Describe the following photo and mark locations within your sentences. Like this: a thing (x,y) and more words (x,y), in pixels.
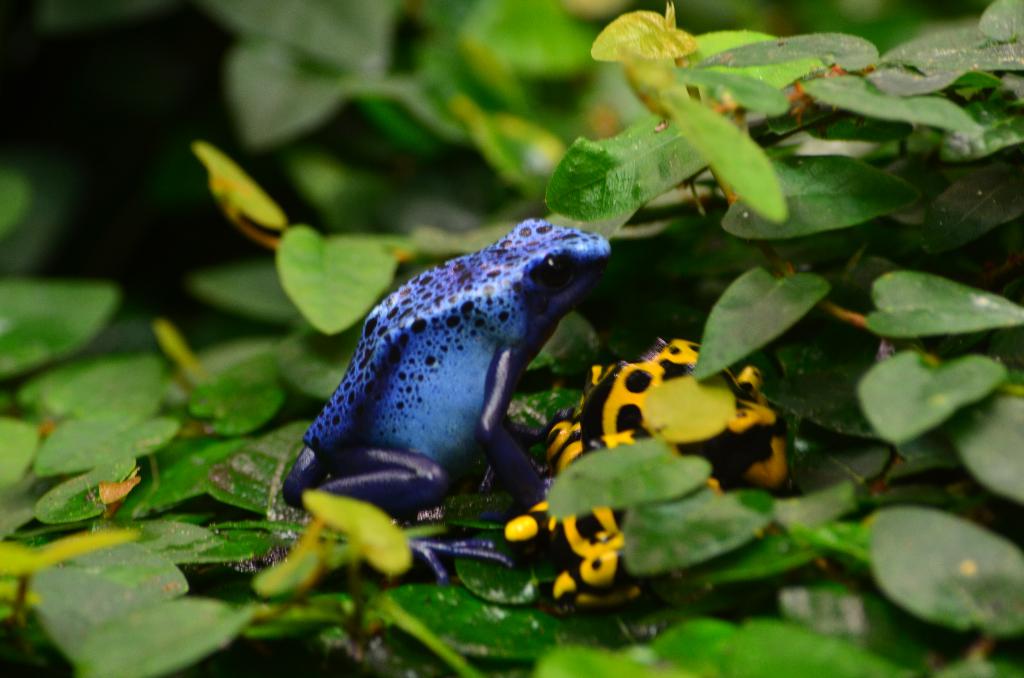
In this image we can see two frogs (558,306) between the leaves (717,158). In the back (373,88) it is blurry.
